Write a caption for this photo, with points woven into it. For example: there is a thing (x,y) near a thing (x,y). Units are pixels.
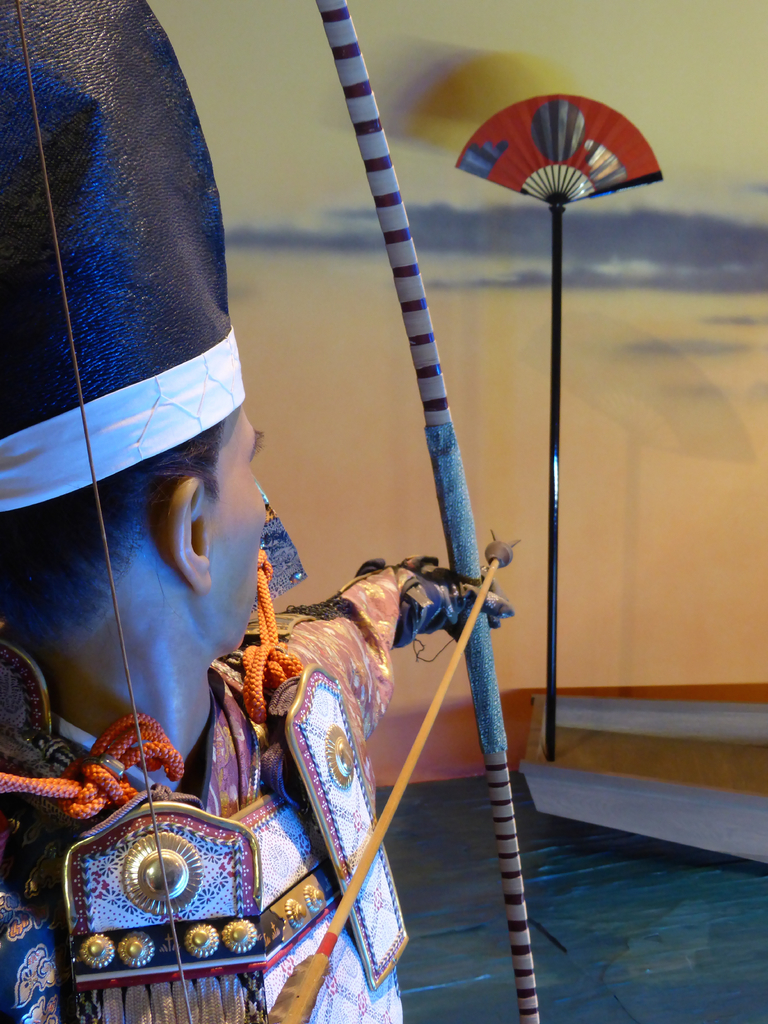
In this picture I can see a person (39,90) holding bow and an arrow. I can see a paper fan (626,167) with a stand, and in the background (562,365) there is a wall (406,353).
